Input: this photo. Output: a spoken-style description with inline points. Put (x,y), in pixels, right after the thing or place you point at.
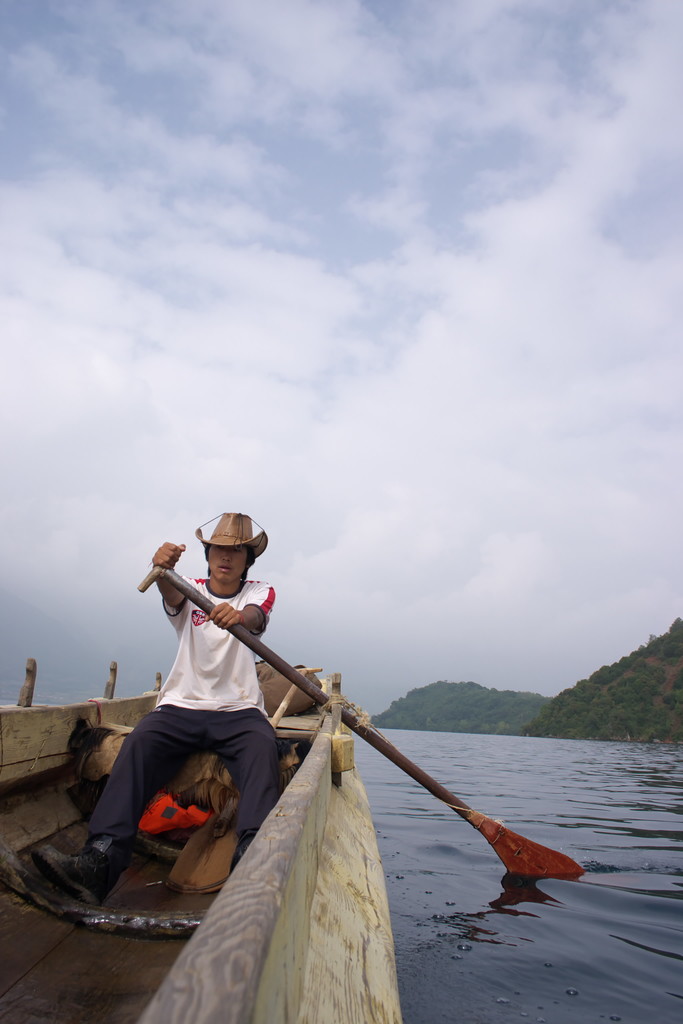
In this image there is a person (243,808) sitting in the boat (239,1008). He is holding a paddle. He is wearing a hat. The boat (384,929) is sailing on the surface of the water (460,832). Right side (609,704) there are hills (459,688). Top of the image (243,259) there is sky (233,327) having clouds (409,430).
